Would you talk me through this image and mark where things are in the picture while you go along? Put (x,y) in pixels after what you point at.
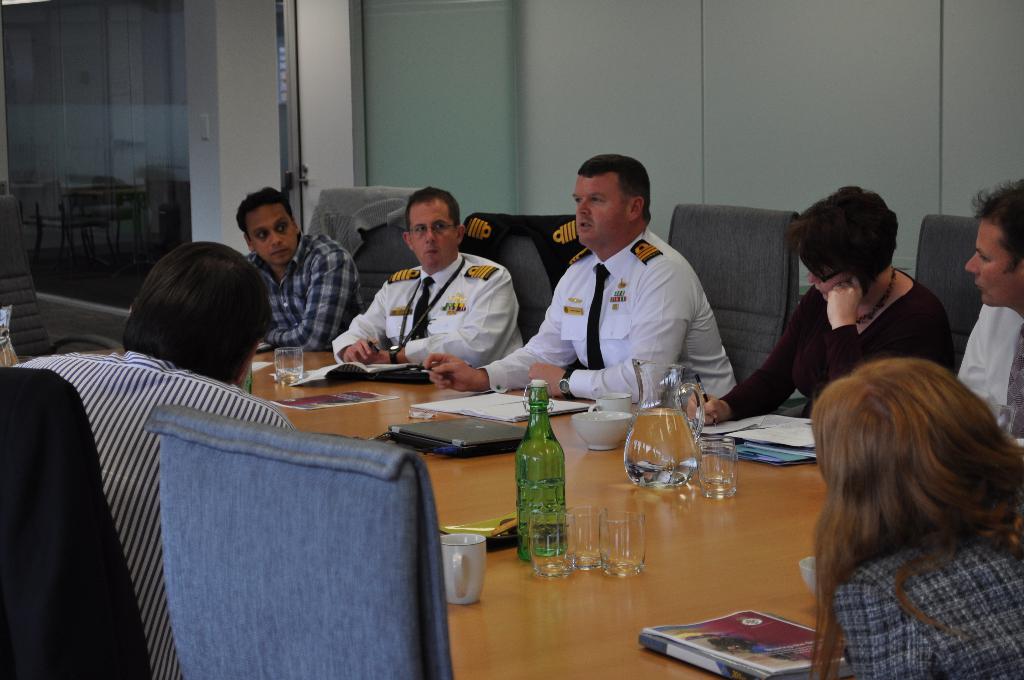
In this image these people (681,284) sitting around the table (722,565). There are glasses (724,489), books (766,623), cups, laptops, and files (752,458) on the table (577,490). At the back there is a door (345,131).
